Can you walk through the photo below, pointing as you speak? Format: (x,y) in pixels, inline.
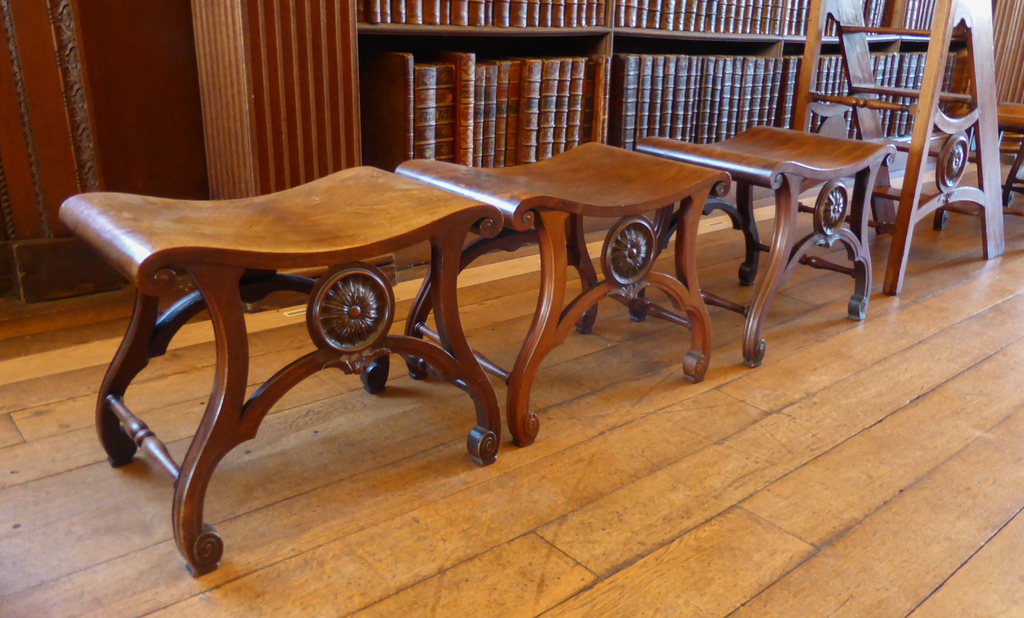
In this picture we can see there are wooden stools (556,218) on the floor (522,321) and on the right side of the stools (367,194), it looks like a wooden ladder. Behind the wooden stools (625,183) there are some objects (572,60) in the racks (759,55).
